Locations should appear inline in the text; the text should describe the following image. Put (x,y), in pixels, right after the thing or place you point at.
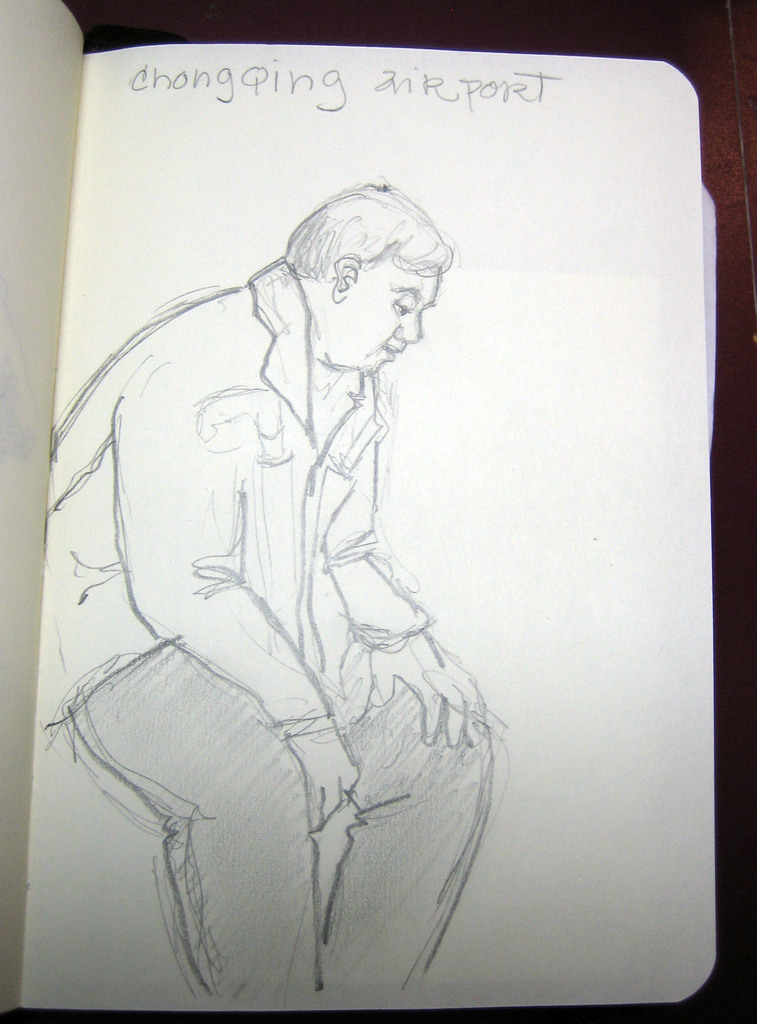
This picture shows a pencil art (102,557) on the paper (237,242) and we see text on the top of the paper (572,62).
